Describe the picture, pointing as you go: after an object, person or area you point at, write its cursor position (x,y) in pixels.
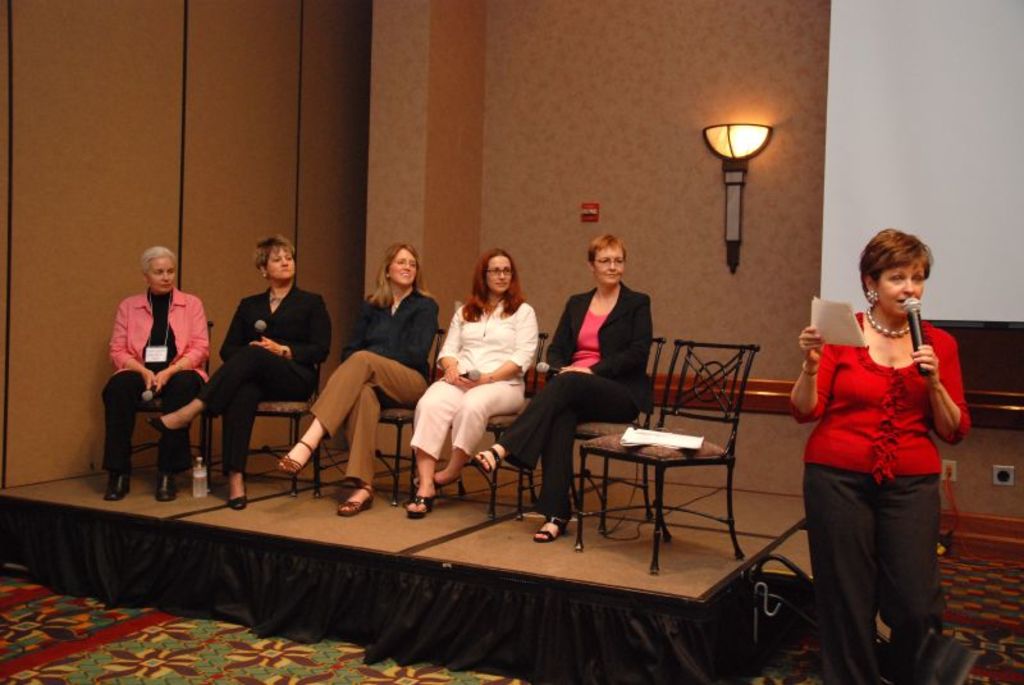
At the right side of the image (888,434) there is a lady (867,428) with red top (897,413) and holding the mic (918,332) in her hand (933,364) and she is standing. And in the middle of the image (620,347) there is a stage (501,537) with few ladies (316,346) are sitting on the chairs (586,437). Behind them there is a brown wall (348,135) with a lamp (722,154) on it. At the right top corner of the image (826,135) there is a white screen (945,213).
